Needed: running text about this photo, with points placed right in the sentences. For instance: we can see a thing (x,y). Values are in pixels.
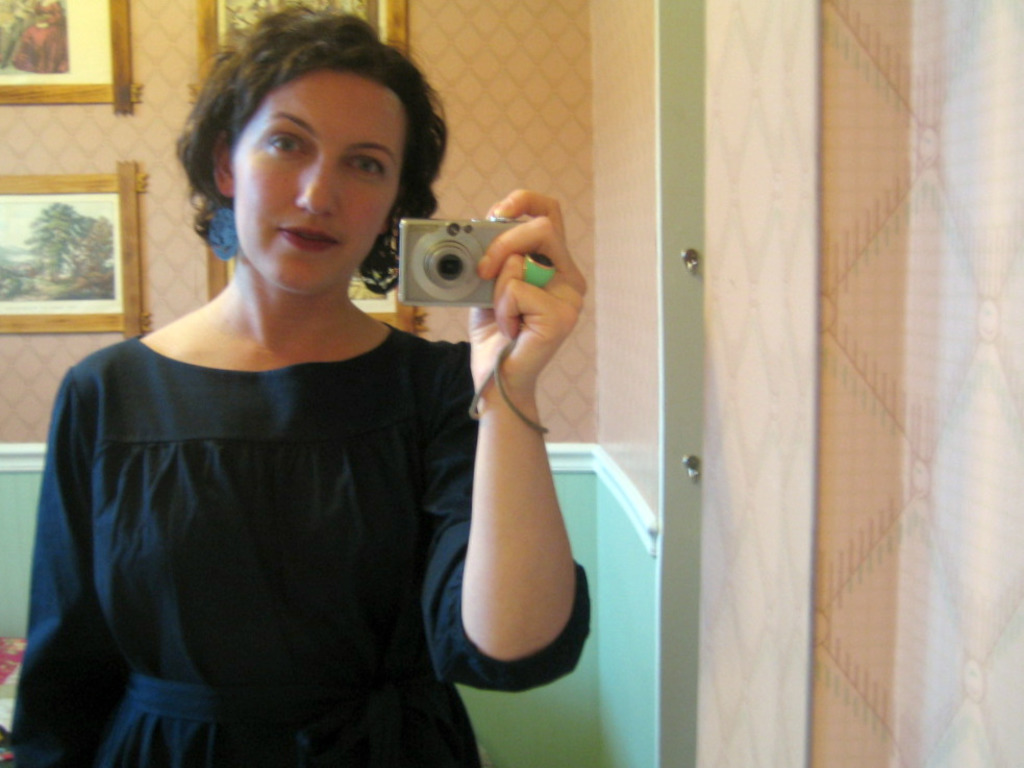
There is a woman (242,482) standing and holding a camera (475,259). At background (123,176) I can see photo frames (115,93) which are attached to the wall (424,31). She is wearing a black dress (214,614).
